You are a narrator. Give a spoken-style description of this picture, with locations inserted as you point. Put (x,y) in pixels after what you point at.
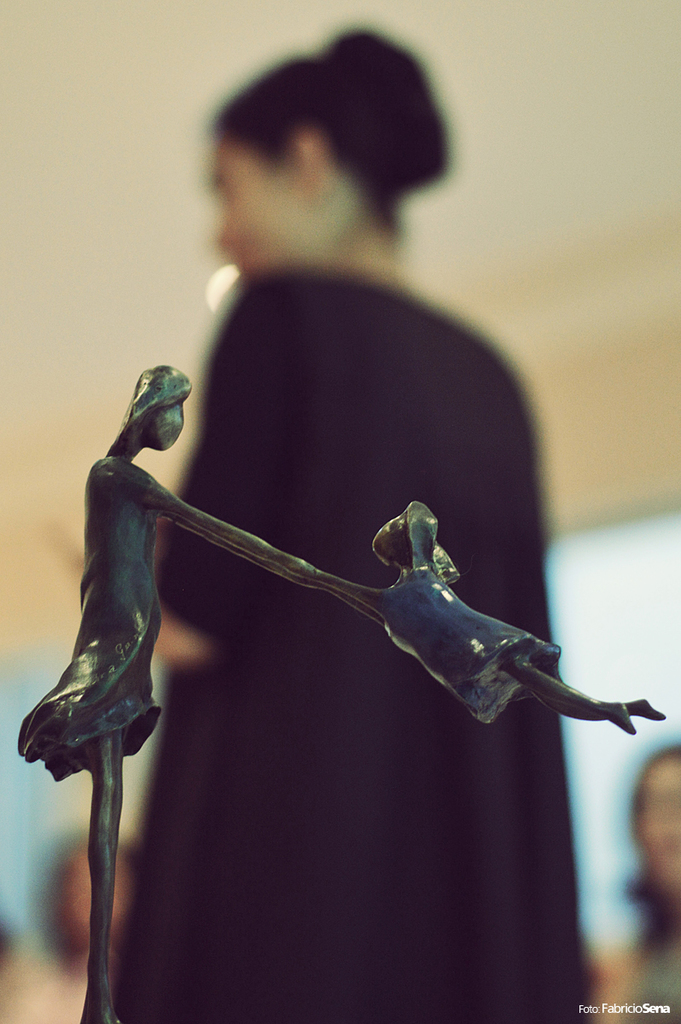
In this image we can see a metal structure (136,554), behind the metal structure (207,530) there is a woman (299,366) standing.
